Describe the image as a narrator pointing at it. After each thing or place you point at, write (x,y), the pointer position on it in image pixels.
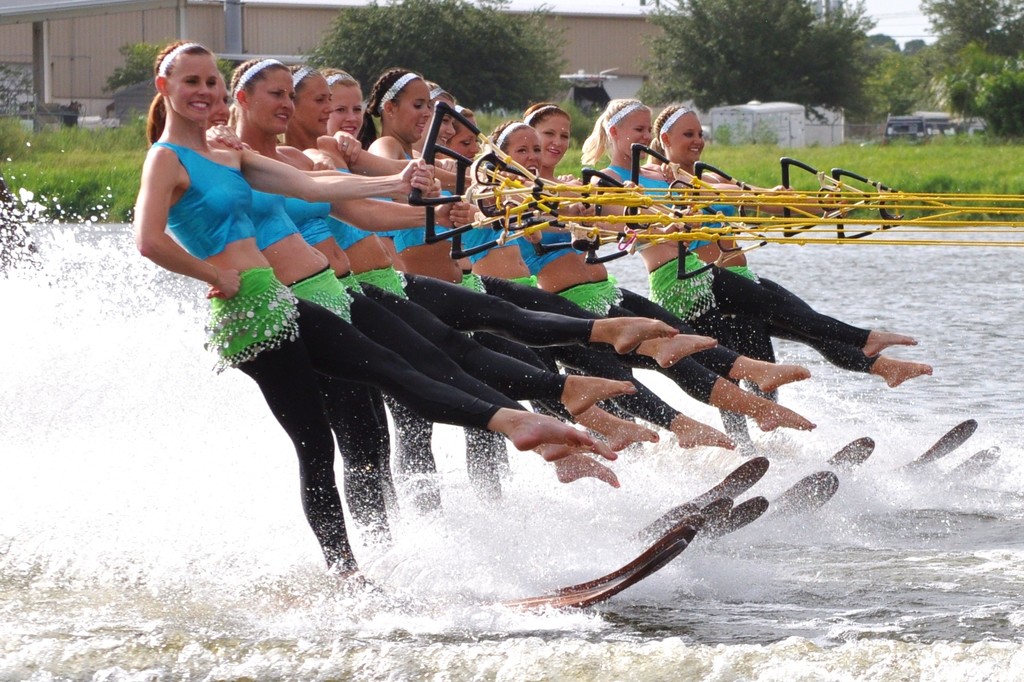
In this image, I can see a group of women (572,383) holding surf ropes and water skiing on the water (609,605). In the background (128,117), there are buildings (305,20), trees (783,86), houses (128,117) and plants (906,169).
